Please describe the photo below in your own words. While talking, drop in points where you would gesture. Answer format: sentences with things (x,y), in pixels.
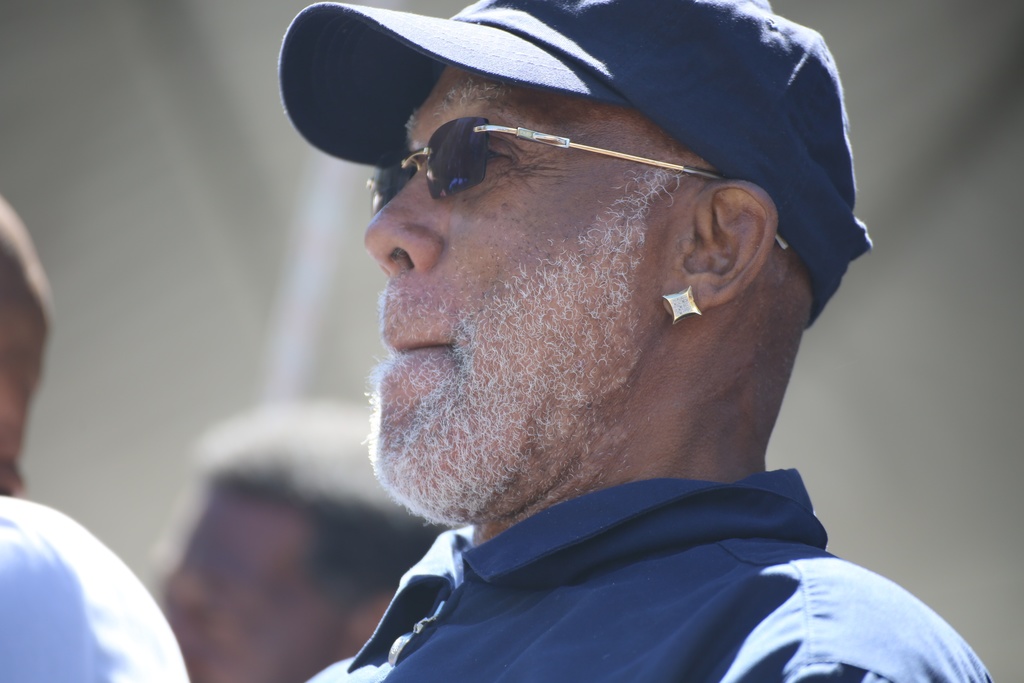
In this picture we can see a man (647,628) in the blue shirt (639,596) with a cap (703,55) and behind the man (523,460) there is a blurred background (948,430).
